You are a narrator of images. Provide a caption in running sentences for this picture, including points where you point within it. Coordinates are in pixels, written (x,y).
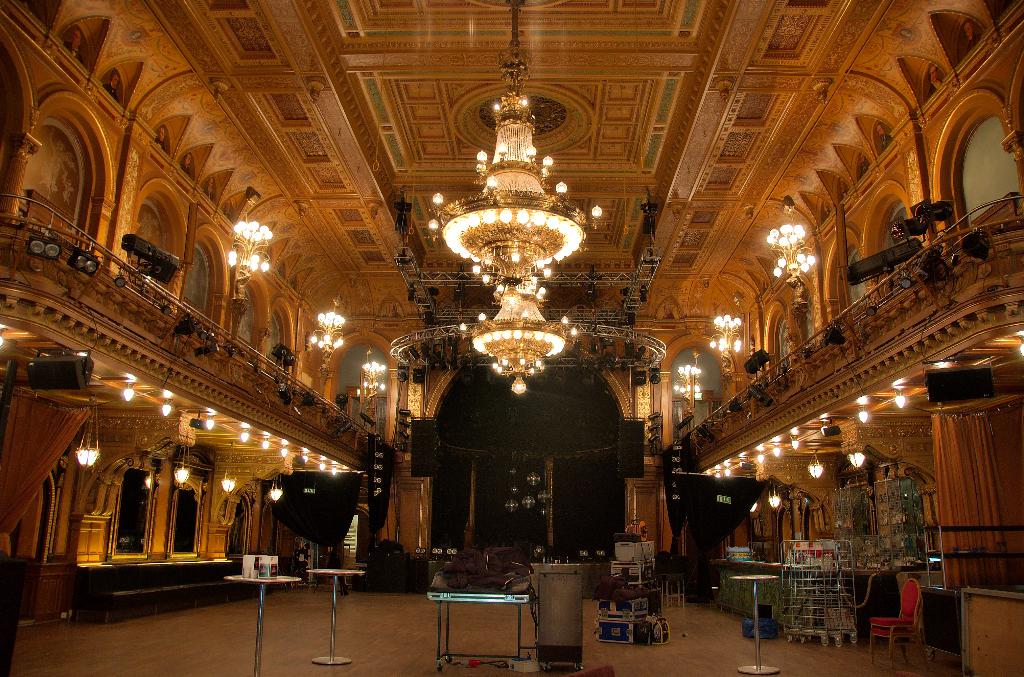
In this image there are chandeliers (474,269), lights (935,273), railings (908,275), speakers (422,456), curtains (461,423), tables (258,578), floor (453,648), chairs (882,617) and objects (372,583).
